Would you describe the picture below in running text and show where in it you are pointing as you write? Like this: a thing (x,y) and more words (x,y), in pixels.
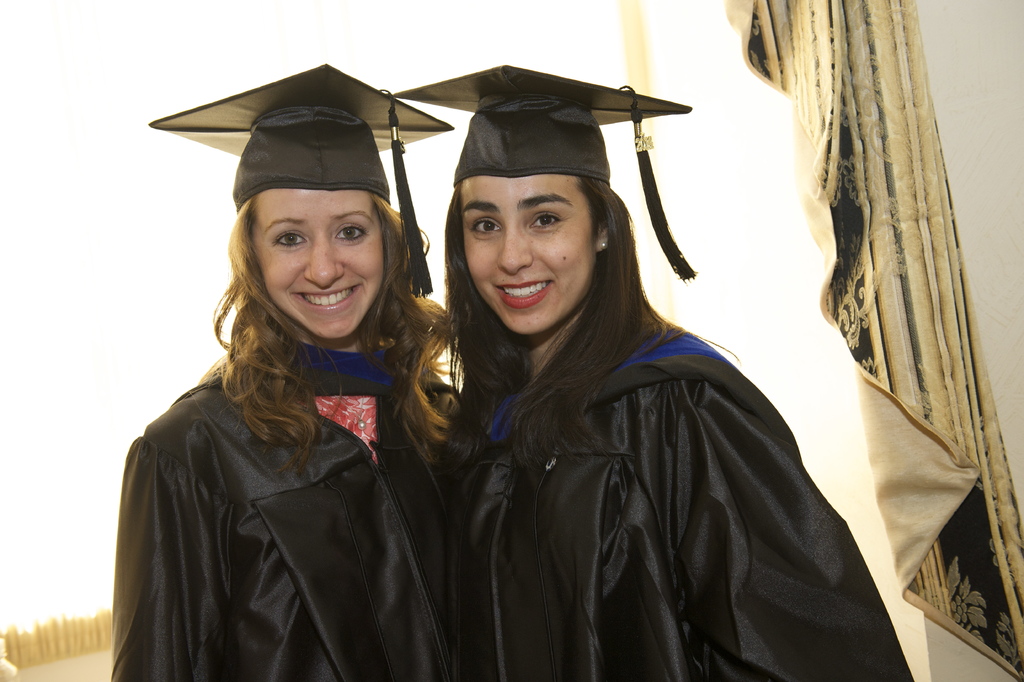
In this there are two women (422,387) in the center (480,377). Both of them are wearing black coats (442,486) and black hats (401,146). Towards the right (879,421), there is a curtain (878,183).
